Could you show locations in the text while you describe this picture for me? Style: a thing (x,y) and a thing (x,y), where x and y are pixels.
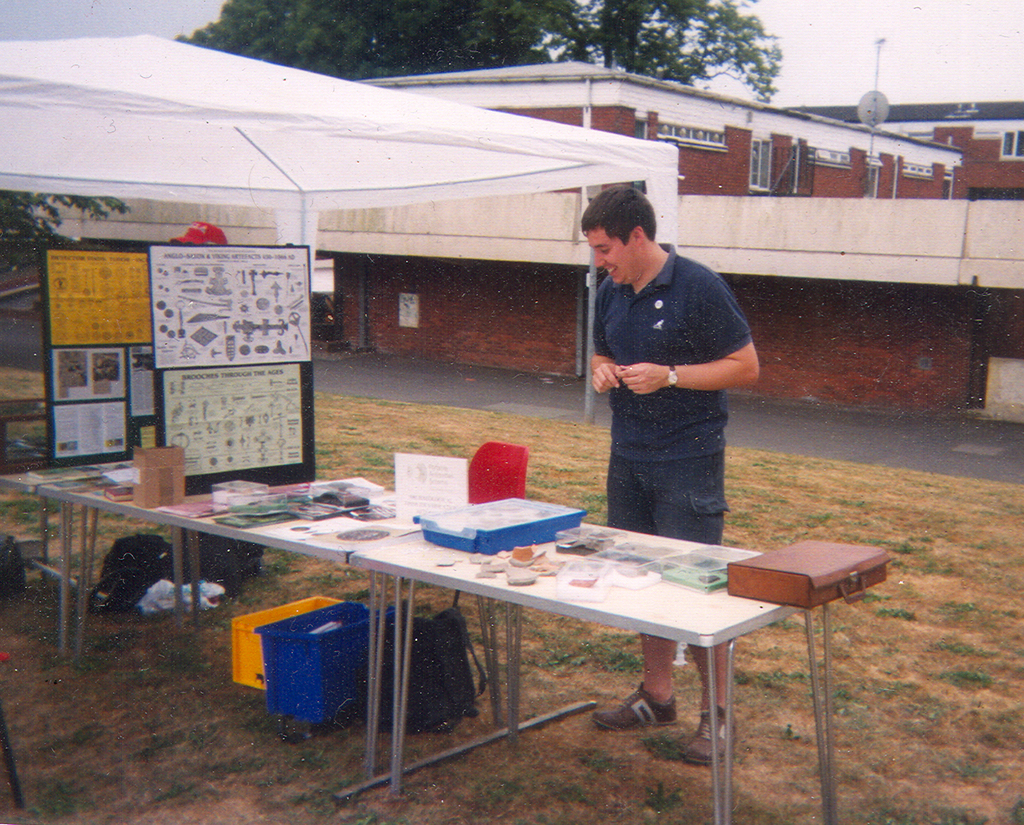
In the foreground of this image (711,439), there is man (647,441) standing on the ground (337,582) and there are tables (483,615) and objects (619,573) placed on the table (635,595) in front of him. In the background (282,134), there is a white colored tent (276,86), trees (406,35) building (870,142) and the sky (901,42).
